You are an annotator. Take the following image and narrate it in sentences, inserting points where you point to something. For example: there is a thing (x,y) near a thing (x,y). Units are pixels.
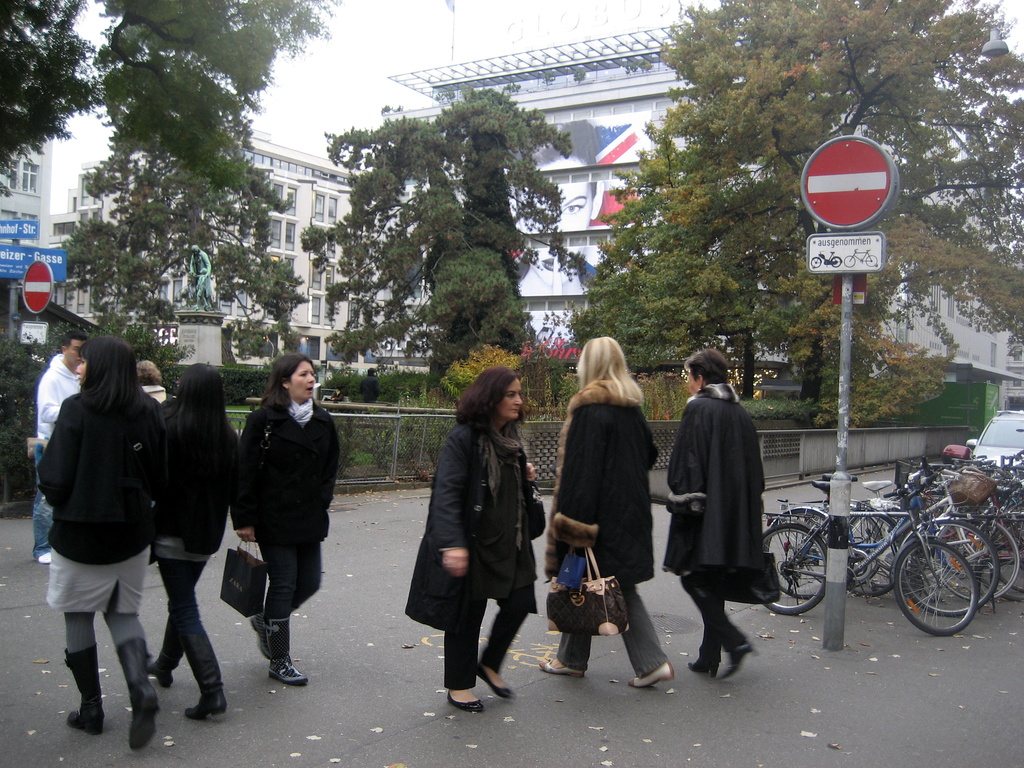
In this picture we can see group of people (276,549), few people (276,549) holding bags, in the background (242,303) we can find few sign boards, trees (417,233) and buildings (546,147), on the right side of the image (822,523) we can find bicycles (903,556) and a car (982,447).
